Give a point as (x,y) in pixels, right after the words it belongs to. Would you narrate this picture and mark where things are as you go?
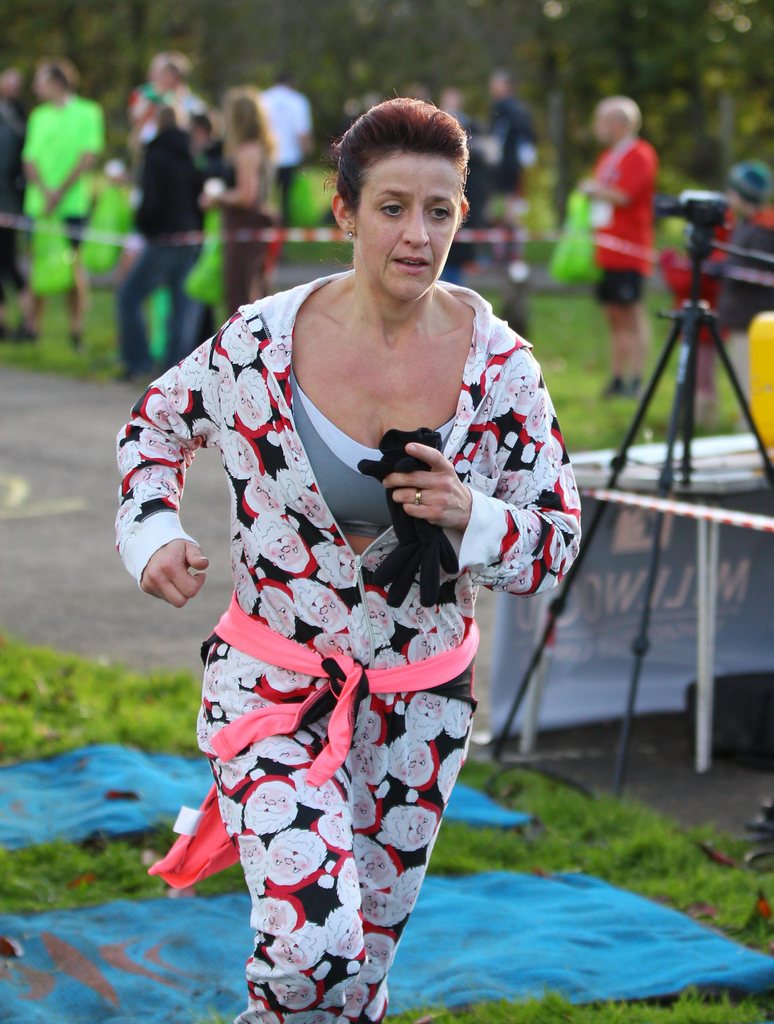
In this image, we can see persons (593,190) wearing clothes (532,405). There are clothes (567,929) on grass (617,821). There is a tripod (684,322) on the right side of the image (675,325).
